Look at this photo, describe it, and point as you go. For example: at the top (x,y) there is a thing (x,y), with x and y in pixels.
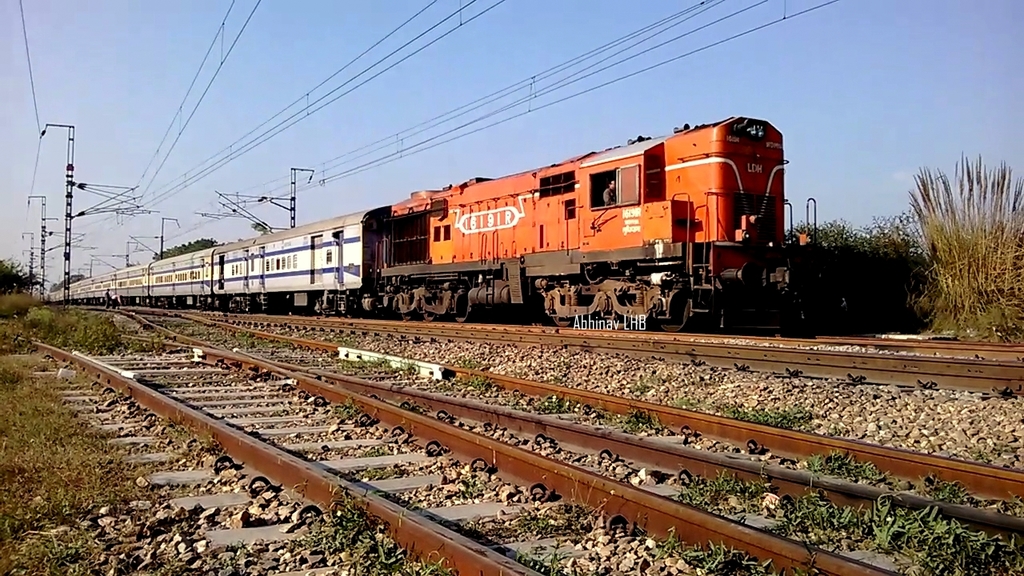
In this image in the center (529,216) there is one train (611,216) in the train (586,210) there is one person (606,200), at the bottom (735,390) there is railway track (371,394), small stones (944,406), grass (938,294) and some plants (837,309). In the background (294,203) there are some towers (49,232) and wires (332,179), at the top of the image (312,68) there is sky (86,63).
